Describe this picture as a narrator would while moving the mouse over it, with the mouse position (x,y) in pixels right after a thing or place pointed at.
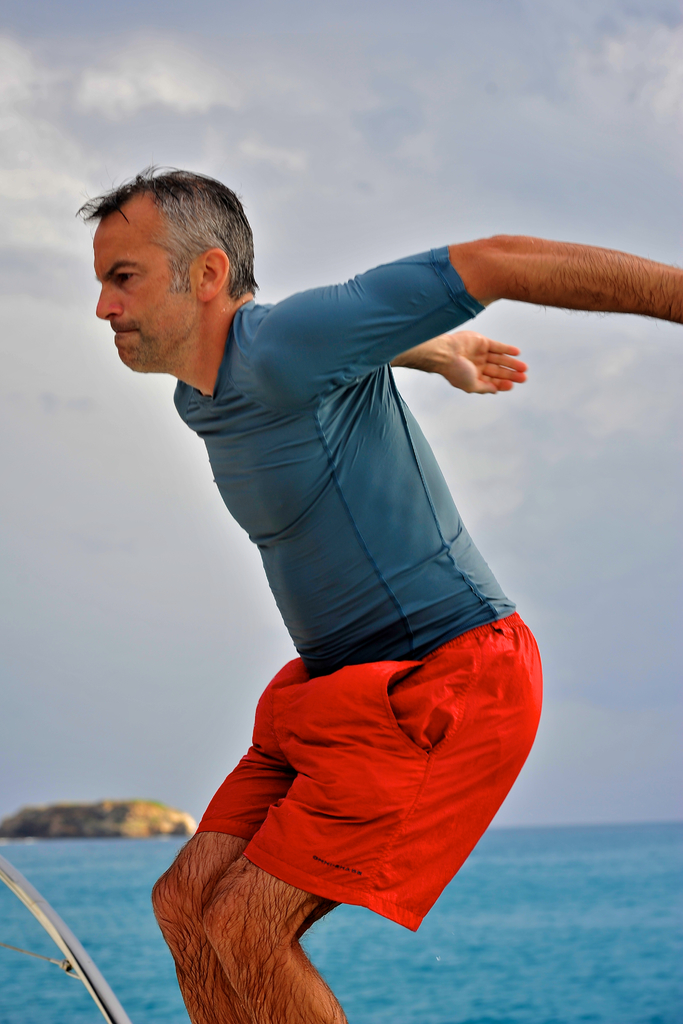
In the center of the image (334,524) we can see one person (366,512) is standing and he is in a different costume (371,587). At the bottom left side of the image (7,869), we can see one object (67,930). In the background (84,896) we can see the sky (575,633), clouds (597,594), water (150,874), stone (164,811) and a few other objects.
